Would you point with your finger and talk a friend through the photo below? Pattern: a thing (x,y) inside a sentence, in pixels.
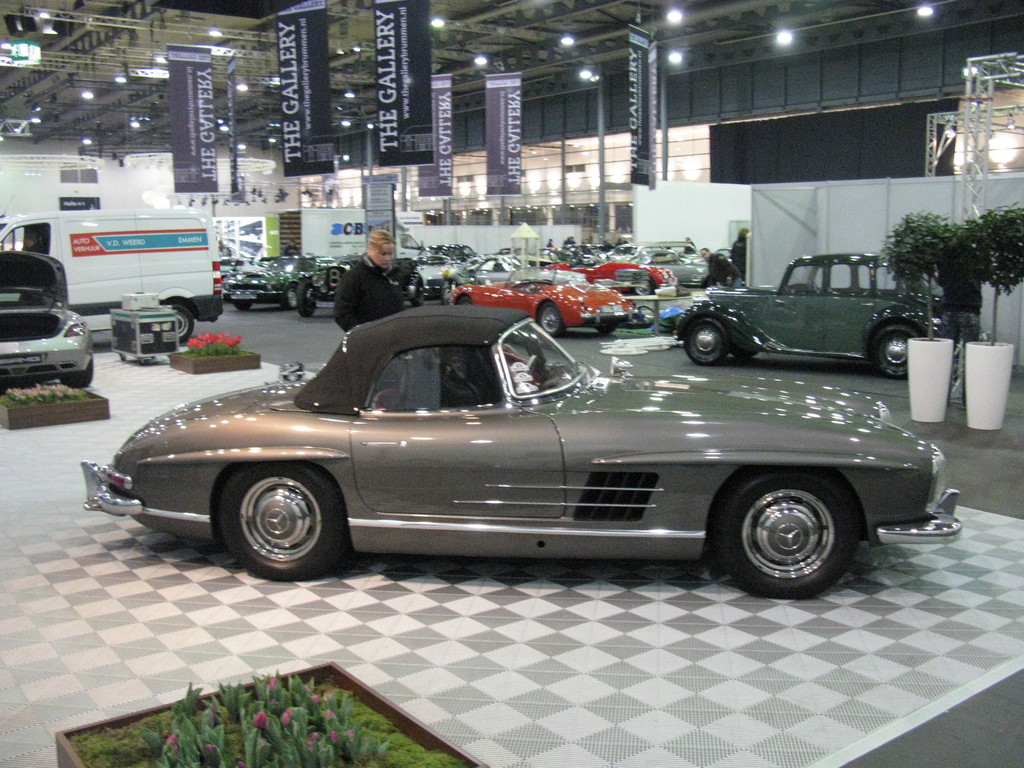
I think this picture was taken inside the showroom (284,93). These are the banners (297,103) hanging. Here is a person (363,293) standing. There are different model cars (468,270) and vans (165,245). I think these are the flower pots (75,416) with the plants (69,400) in it. I can see the ceiling lights (29,22) at the top (783,34).
